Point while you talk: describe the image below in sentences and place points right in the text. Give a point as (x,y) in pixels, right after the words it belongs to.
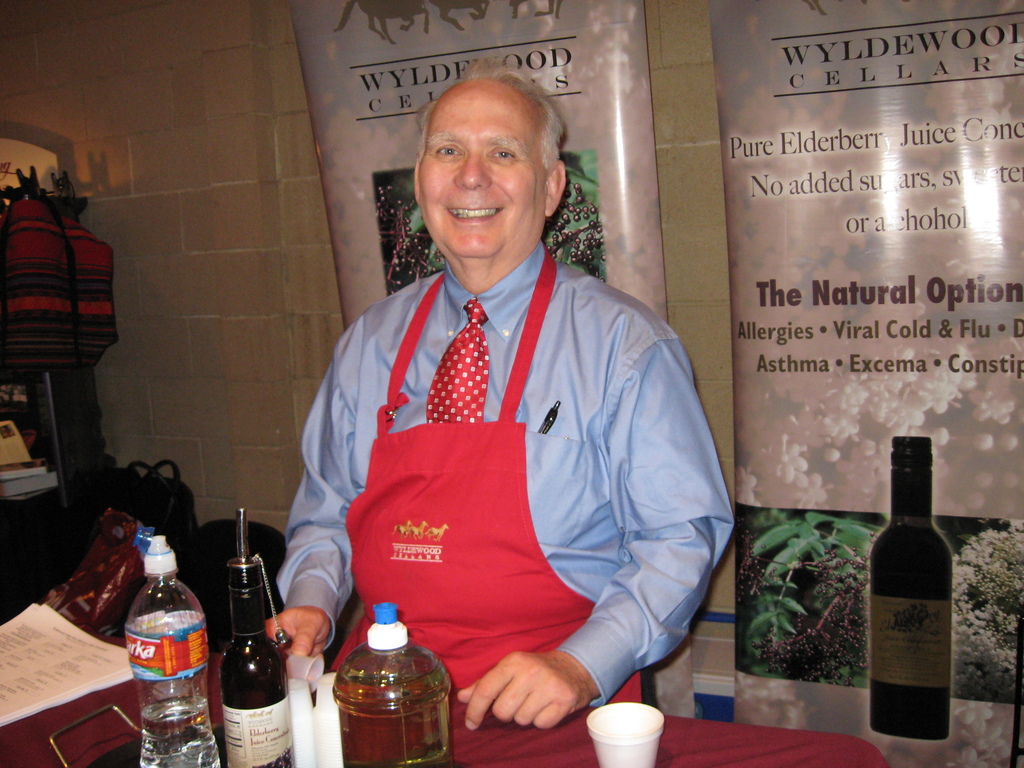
In this picture we can see a man (351,334) who is standing on the floor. He wear a red color apron (476,495). He is smiling. There is a table (785,764), on the table (765,763) there are some bottles (202,679), papers (67,671), and a cup (628,726). On the background (256,243) there is a wall (147,242). And these are the banners (815,202).
